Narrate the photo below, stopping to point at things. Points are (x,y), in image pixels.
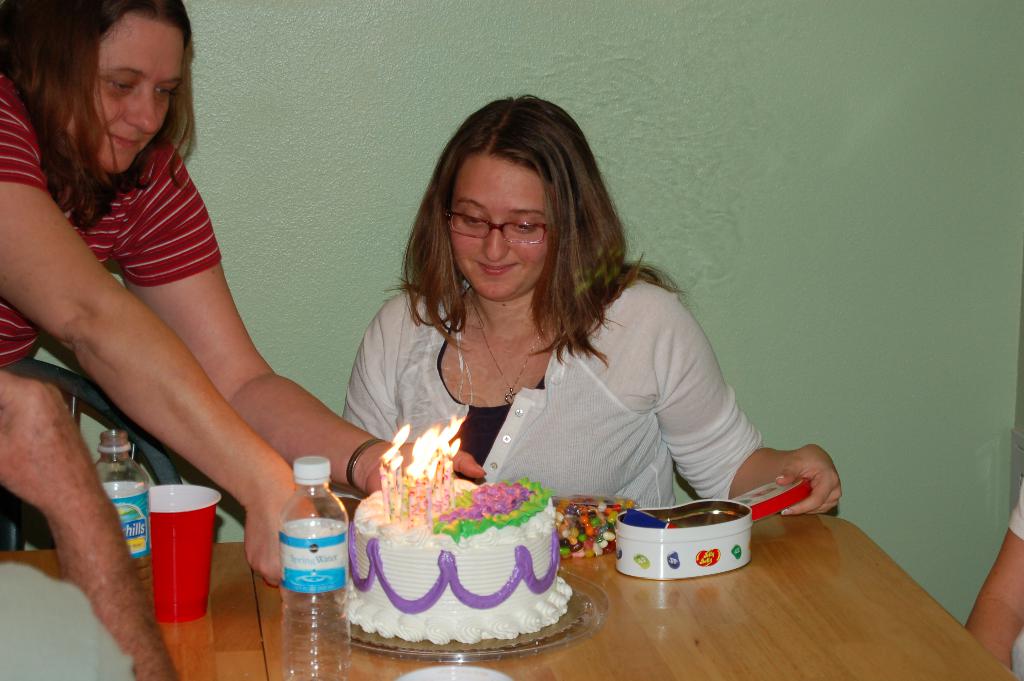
In the picture we can see two women (123,212), one woman (114,178) is standing and putting a cake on the table (644,631), another woman (482,302) sitting near the table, on the table (657,621) there was a cake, on the cake (353,560) there was a candle light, on the table (276,589) there was also water bottle (305,569), glass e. t. c.
